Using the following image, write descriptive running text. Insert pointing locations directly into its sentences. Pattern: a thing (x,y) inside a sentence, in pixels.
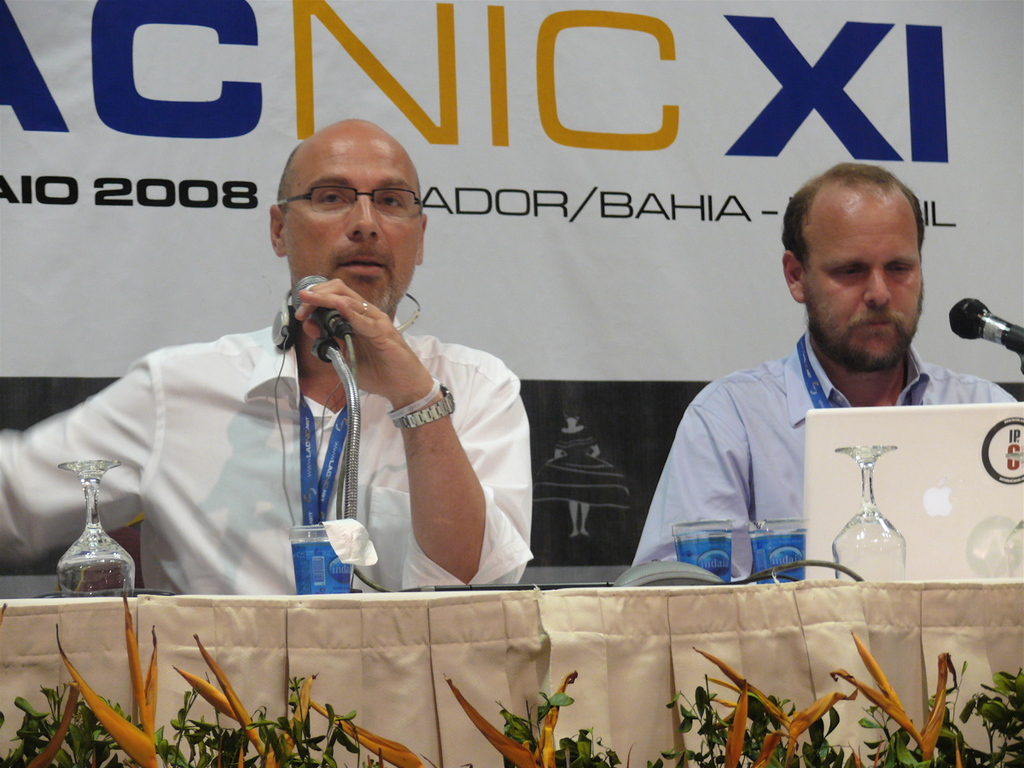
In this picture there is a man (437,368) who is wearing white shirt (488,453), spectacle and watch (445,412). He is holding a mic (309,279). He is sitting near to the table (263,675). On the table (958,590) we can see wine glasses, water glass (309,542), laptop (954,544). On the right (877,229) there is a man (862,242) who is looking on the laptop (1011,504). At the bottom (139,735) we can see the plants (697,762). At the top (439,43) there is a banner (632,208).
